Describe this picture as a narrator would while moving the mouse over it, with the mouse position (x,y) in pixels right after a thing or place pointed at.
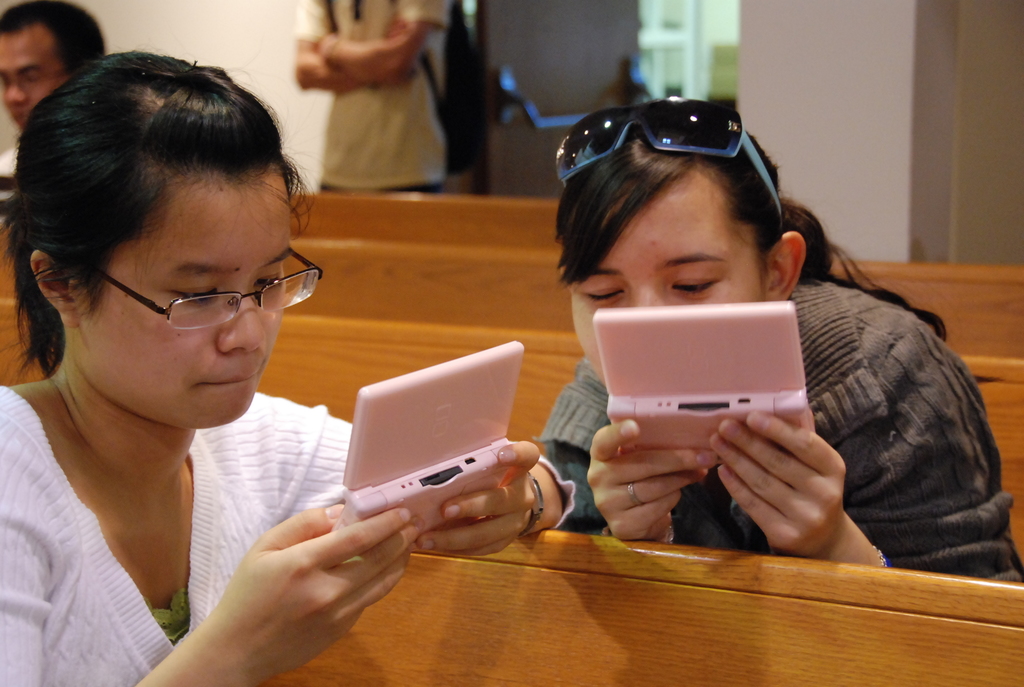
There are two women (832,317) sitting and holding the gadgets (460,424) in their hands (627,429). These are the wooden benches (549,412). Here is a person (394,149) standing. This looks like a door (550,65) with a door handle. On the left side of the image (69,65), I can see a person (41,76) sitting.
